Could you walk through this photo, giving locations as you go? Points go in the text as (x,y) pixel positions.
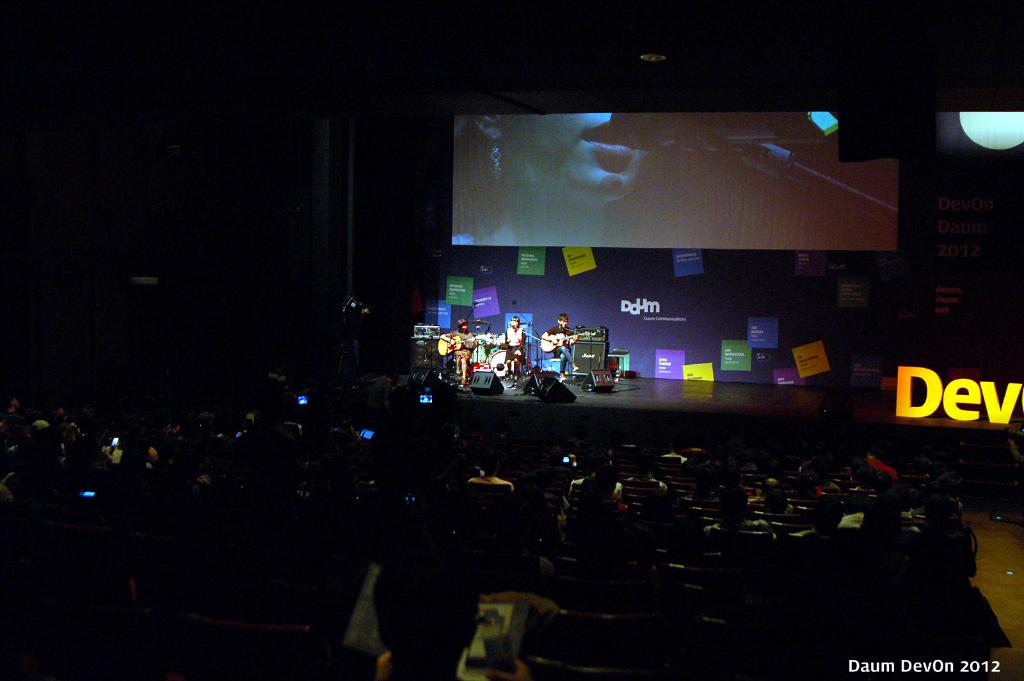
In this picture we can see people (557,330) are playing musical instruments (544,339) on a stage (494,337), behind we can see a big screen (682,203), in front (923,532) we can see few people (527,534) sitting on the chairs (490,520) and watching.
